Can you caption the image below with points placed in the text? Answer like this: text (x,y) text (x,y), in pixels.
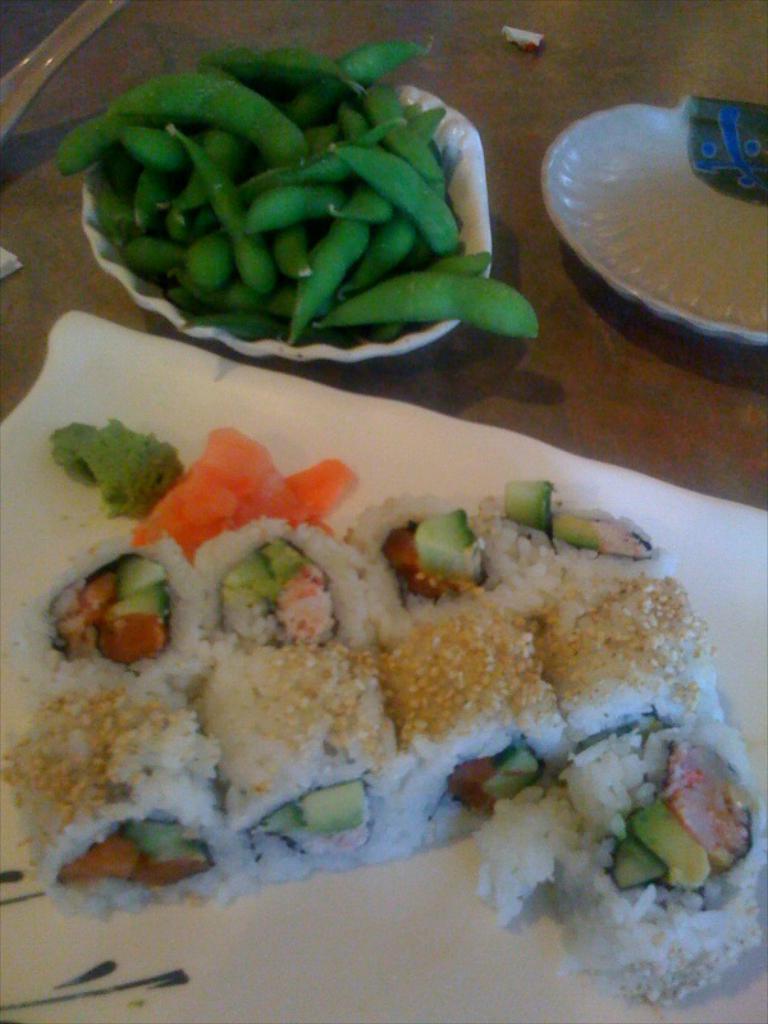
In this picture I can see food (311,757) in the tray (525,1012) and I can see a plate (641,238) on the side and I can see few peas (322,256) in the bowl (93,238).
